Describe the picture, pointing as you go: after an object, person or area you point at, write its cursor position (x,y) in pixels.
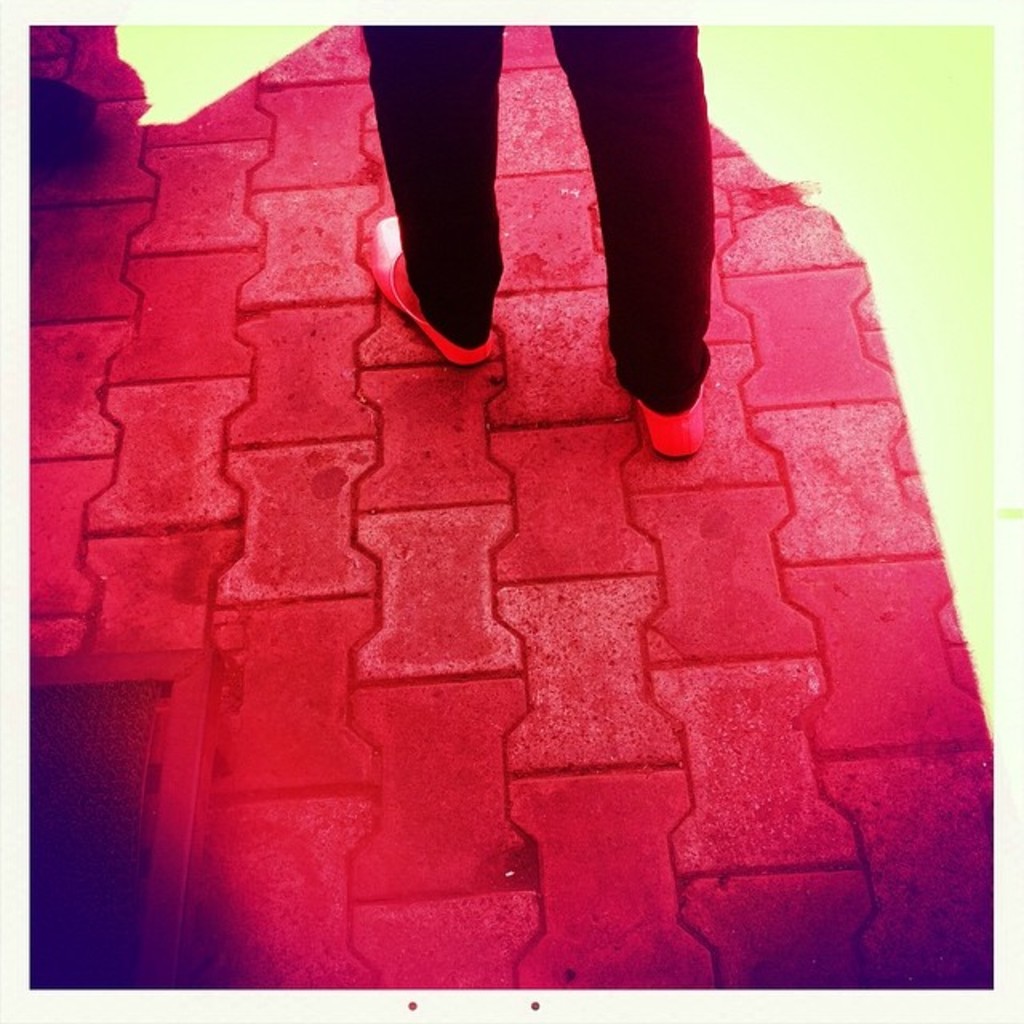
This picture looks like a human (464,47) standing, I can see legs (615,231) and few colors on the ground (555,704).
